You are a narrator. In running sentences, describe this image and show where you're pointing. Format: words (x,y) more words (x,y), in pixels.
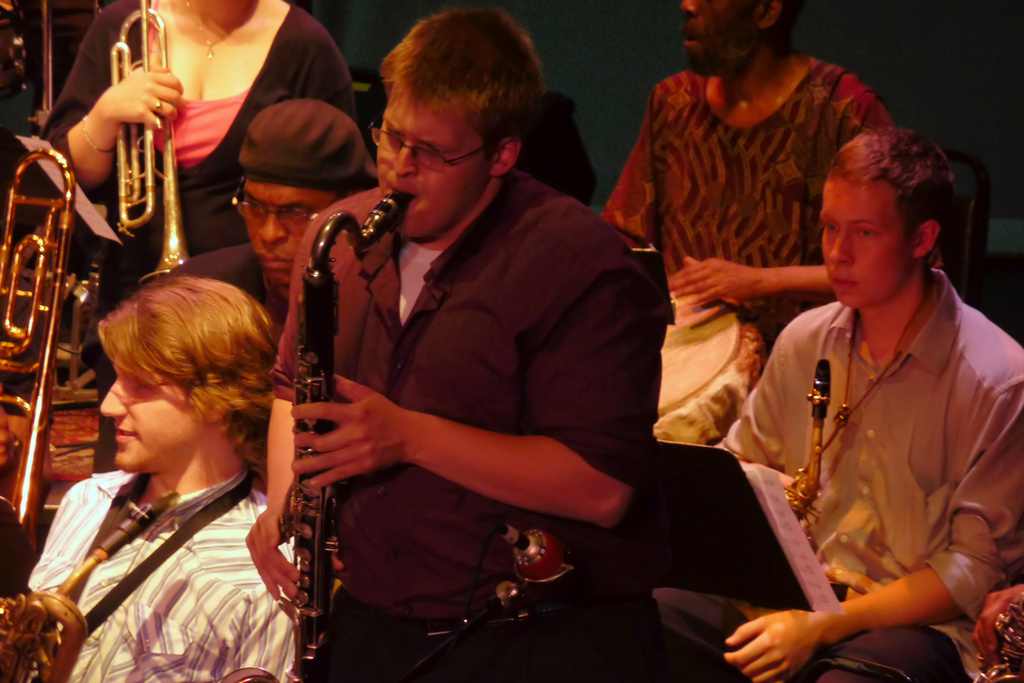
People (259,285) are present. There are saxophones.
